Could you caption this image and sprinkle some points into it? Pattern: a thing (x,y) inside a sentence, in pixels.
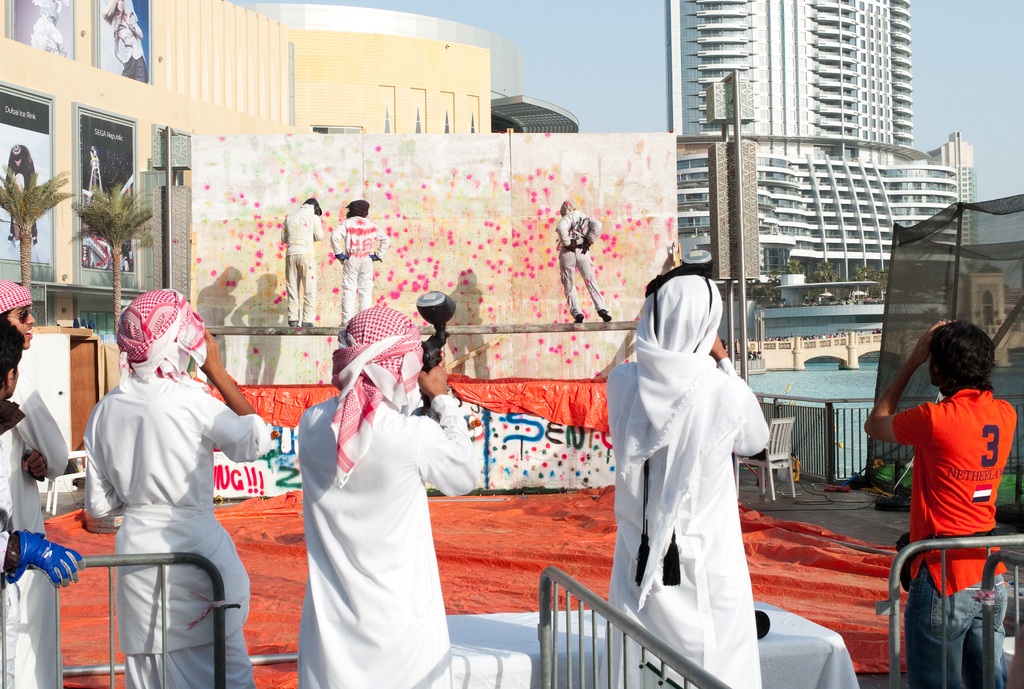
Here in this picture we can see a group of people (244,443) standing and shooting with paintball guns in their hands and in front of them we can see some people (307,302) performing on the stage (293,329) and we can see trees (116,288) and buildings (505,52) present all over there and in the far we can see a bridge (796,345) present over there and behind them we can see railing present here and there.
